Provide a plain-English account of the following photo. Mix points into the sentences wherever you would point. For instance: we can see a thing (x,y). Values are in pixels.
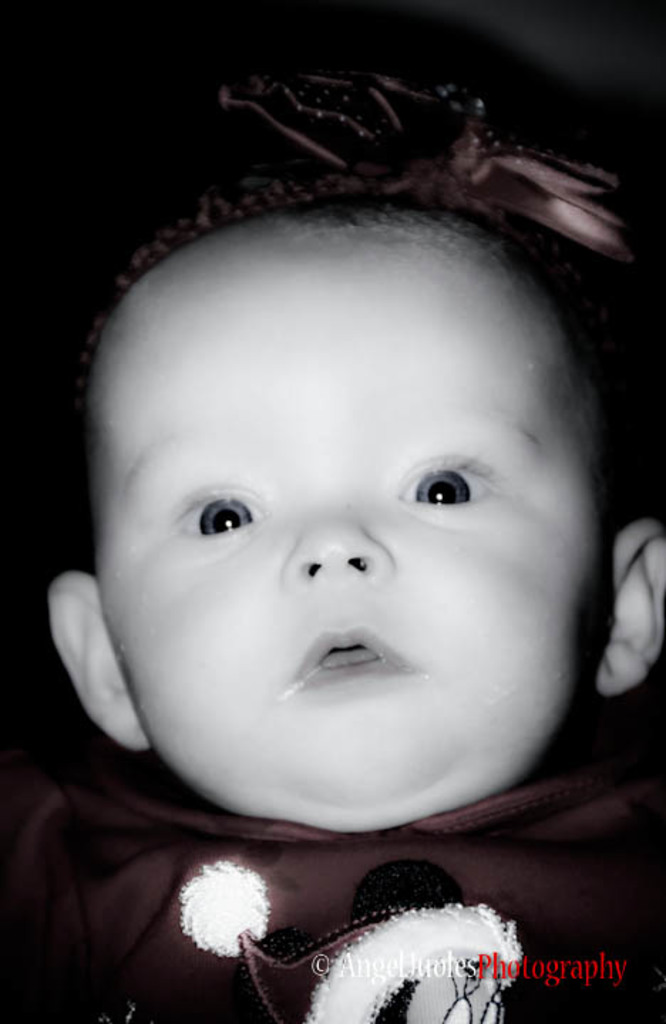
In this picture we can see a baby (317,517), at the right bottom of the image (570,958) we can find some text (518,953).
